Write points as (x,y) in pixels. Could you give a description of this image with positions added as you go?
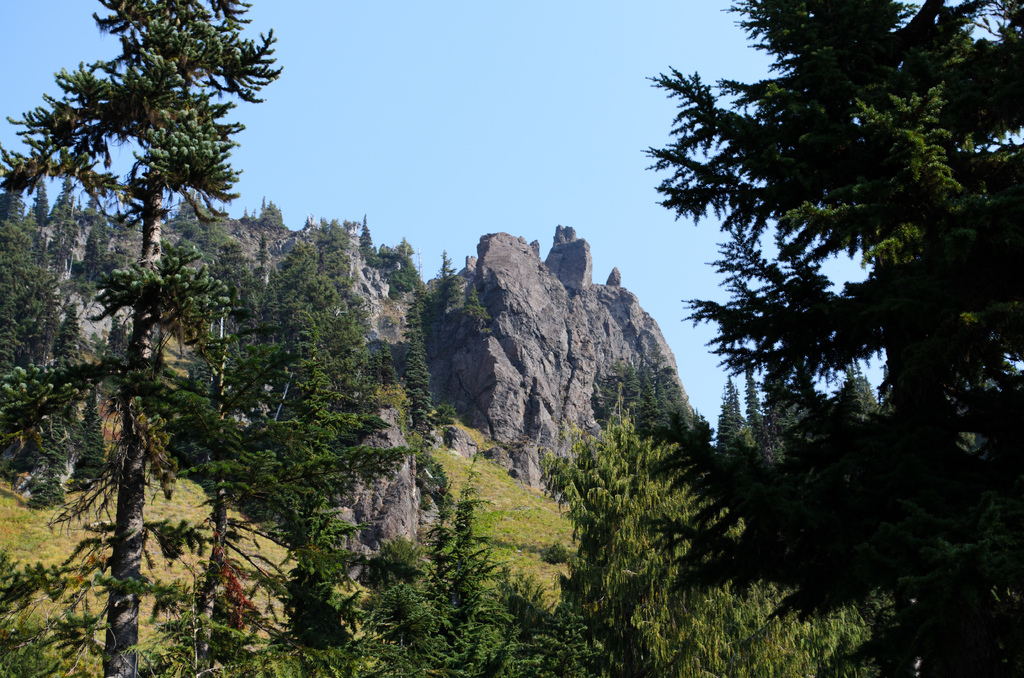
In this image there are trees (793,472). Behind the trees (332,561) there is grass (507,505) on the hill (528,497). In the background (411,246) there are rocky mountains (382,339) and trees (295,350). At the top (436,126) there is the sky (450,136).
